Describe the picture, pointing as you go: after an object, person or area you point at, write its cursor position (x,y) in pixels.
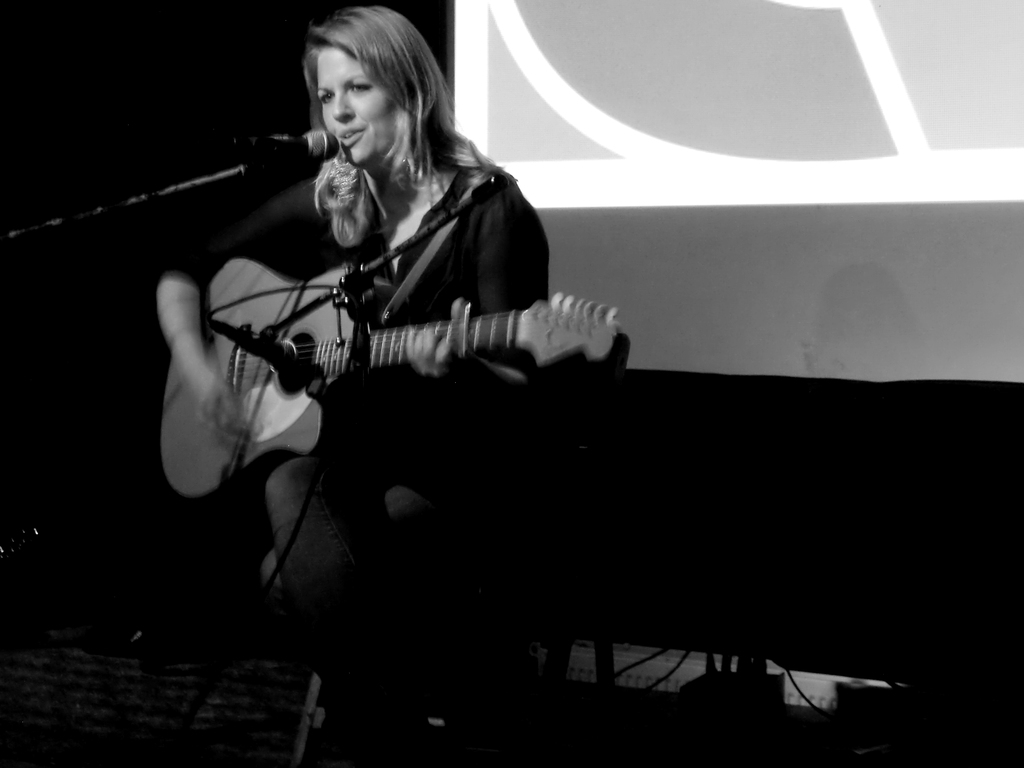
Here we can see a woman (363,247) playing a guitar (176,468) and singing a song with microphone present in front of her and behind her we can see a projector screen (510,47).
